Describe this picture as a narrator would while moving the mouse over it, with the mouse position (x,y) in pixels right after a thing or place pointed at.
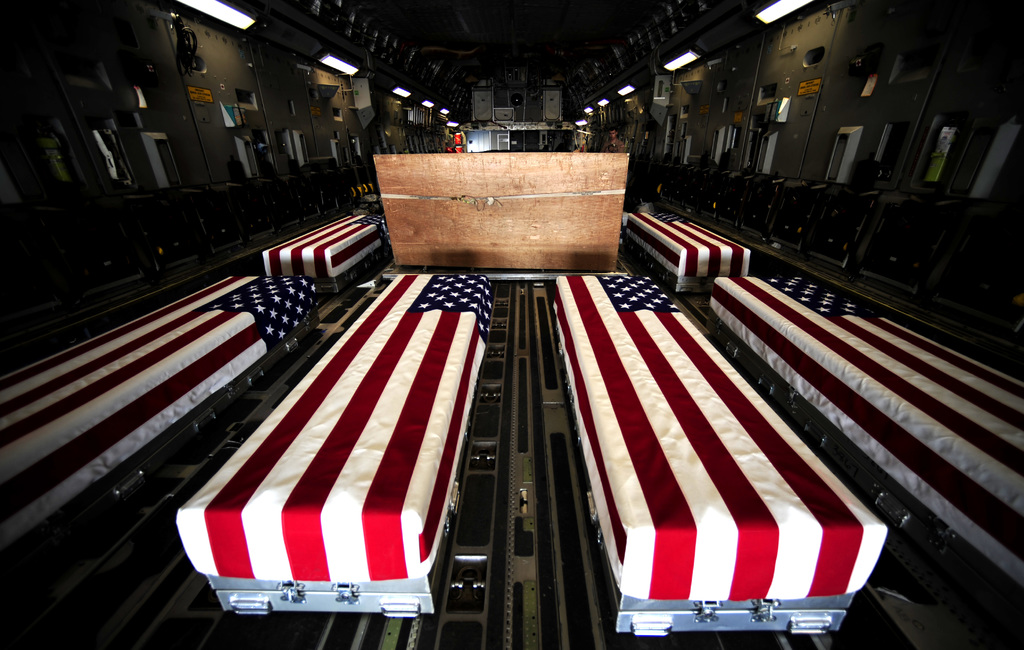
In the picture, there are many boxes (798,516) covered with American flags (371,468), all the boxes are kept in a dark room (700,109).
